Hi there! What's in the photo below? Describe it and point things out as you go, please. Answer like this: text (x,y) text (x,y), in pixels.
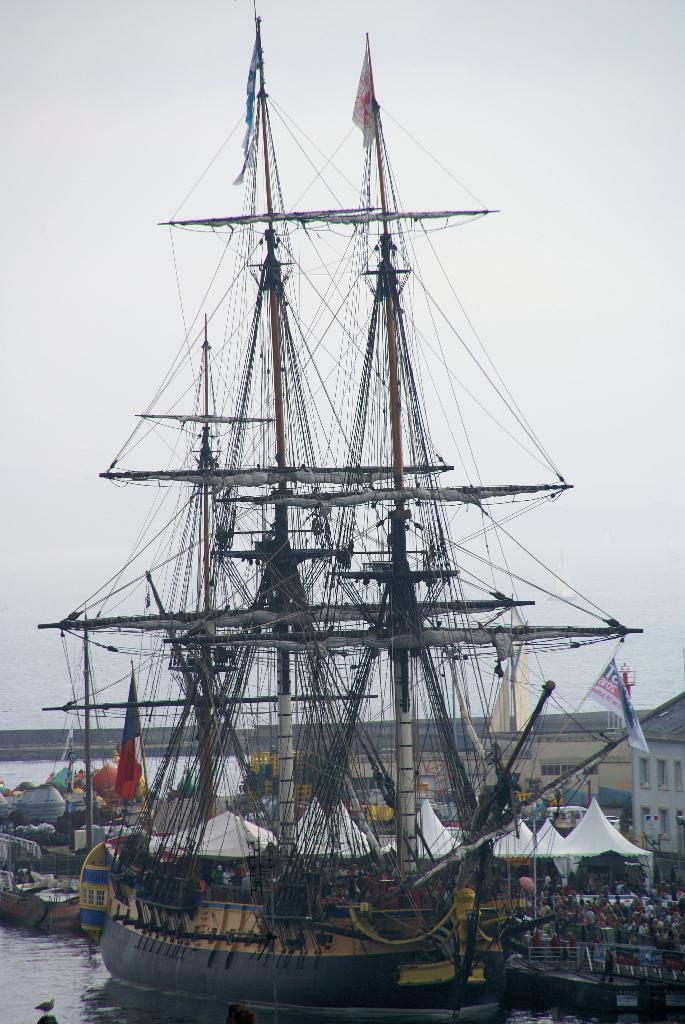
In this image, we can see a ship (310,977) floating on the water (94,1014). There are tents (231,818) and buildings (561,735) in the middle of the image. There is a sky (529,334) at the top of the image (72,297).
